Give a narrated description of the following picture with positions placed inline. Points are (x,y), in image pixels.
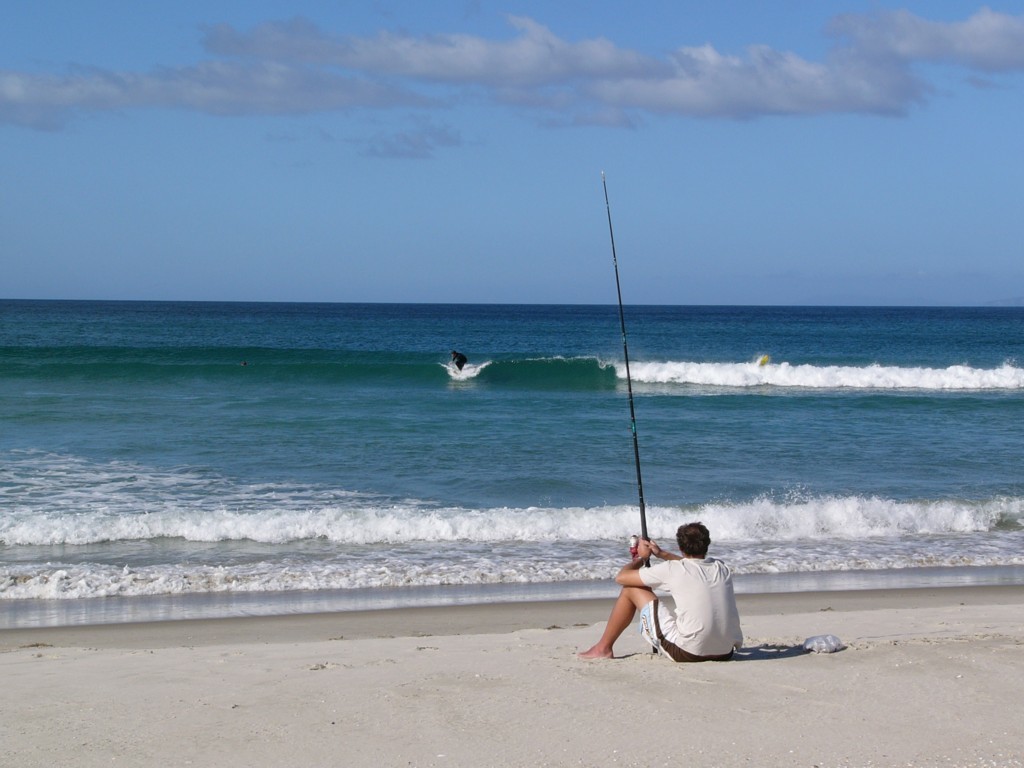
The picture is clicked along the shore (284,648) of a water body (873,566). In the foreground of the picture (649,636) there is a person (670,620) sitting in sand (613,711) holding a fishing rod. In the center of the picture (462,380) there is a water body (474,391), in the water (476,371) there is a person (460,363) surfing. Sky (629,213) is sunny.
